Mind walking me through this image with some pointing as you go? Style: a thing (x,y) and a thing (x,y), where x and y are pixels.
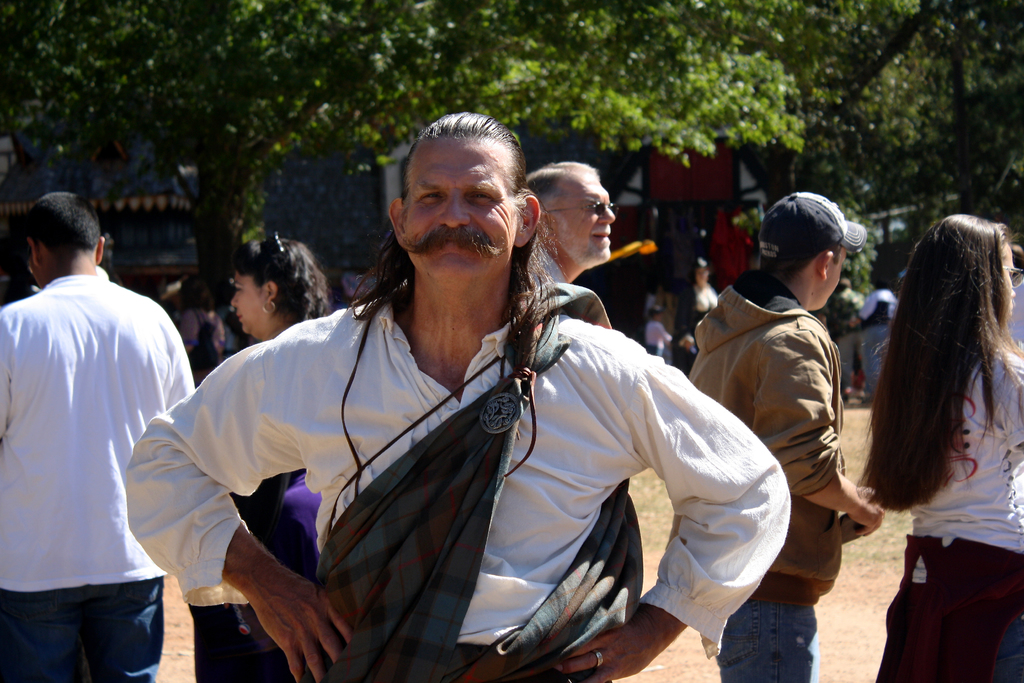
In this image in front (339,388) there is a person (473,348). Behind him there are a few other people (801,410) standing. In the background of the image (784,10) there are buildings (109,150), trees (578,64).
